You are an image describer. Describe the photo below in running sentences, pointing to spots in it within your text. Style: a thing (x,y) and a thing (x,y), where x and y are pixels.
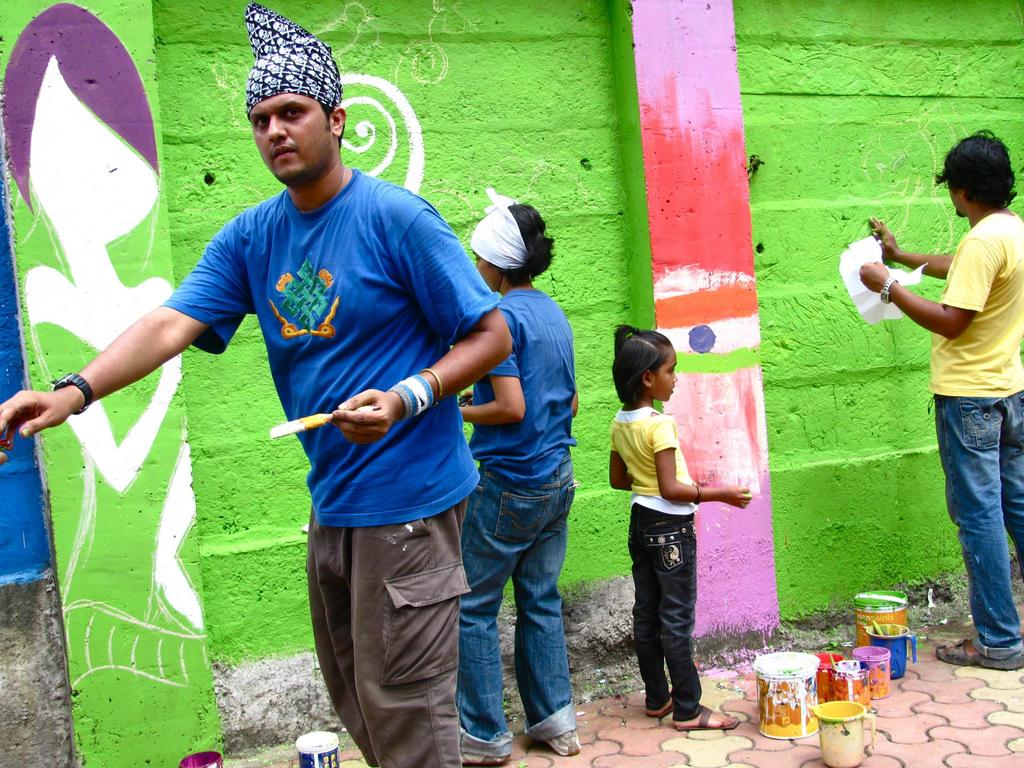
In the image we can see there are people (487,570) standing and wearing clothes (562,501). Here we can see a wall (628,161) and painting (654,189) on the wall (673,218). The left person (408,272) is wearing a wrist watch (71,383) and holding a painting brush (288,426) in hand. Here we can see footpath (951,720) and on the footpath (916,720) there are buckets (799,677) and mugs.
